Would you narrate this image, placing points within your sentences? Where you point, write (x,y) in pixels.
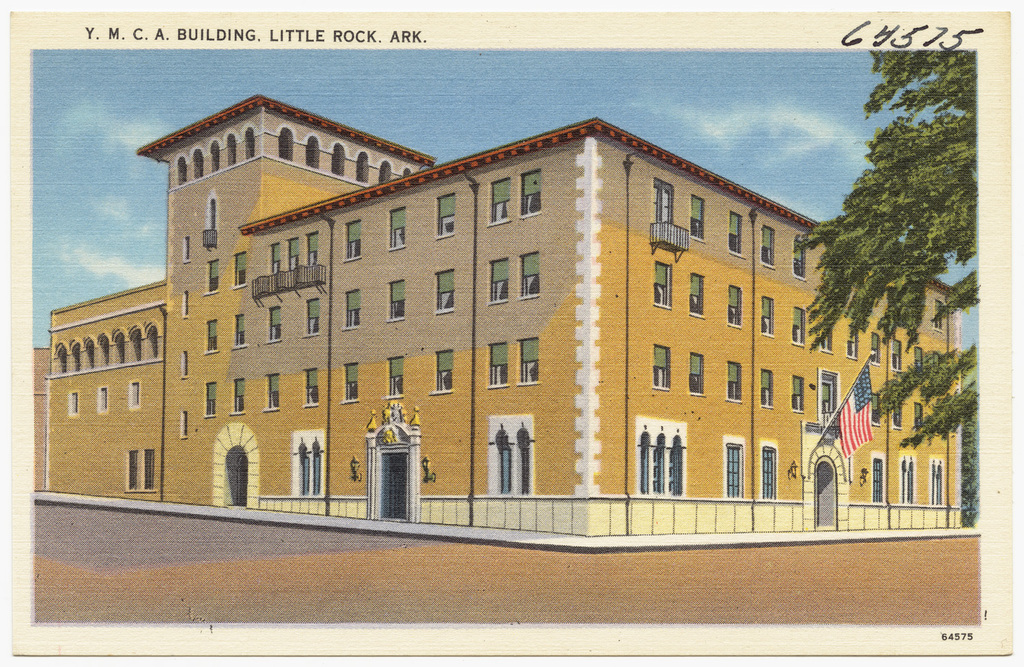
This image consists of a poster (535,496) in which we can see a building (714,505) along with windows (140,341) and doors (388,491). On the right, we can see a flag (870,357). At the top (470,80), there is sky (773,142). On the right (952,178), there is a tree (940,92). At the bottom (572,613), there is ground (162,615).
